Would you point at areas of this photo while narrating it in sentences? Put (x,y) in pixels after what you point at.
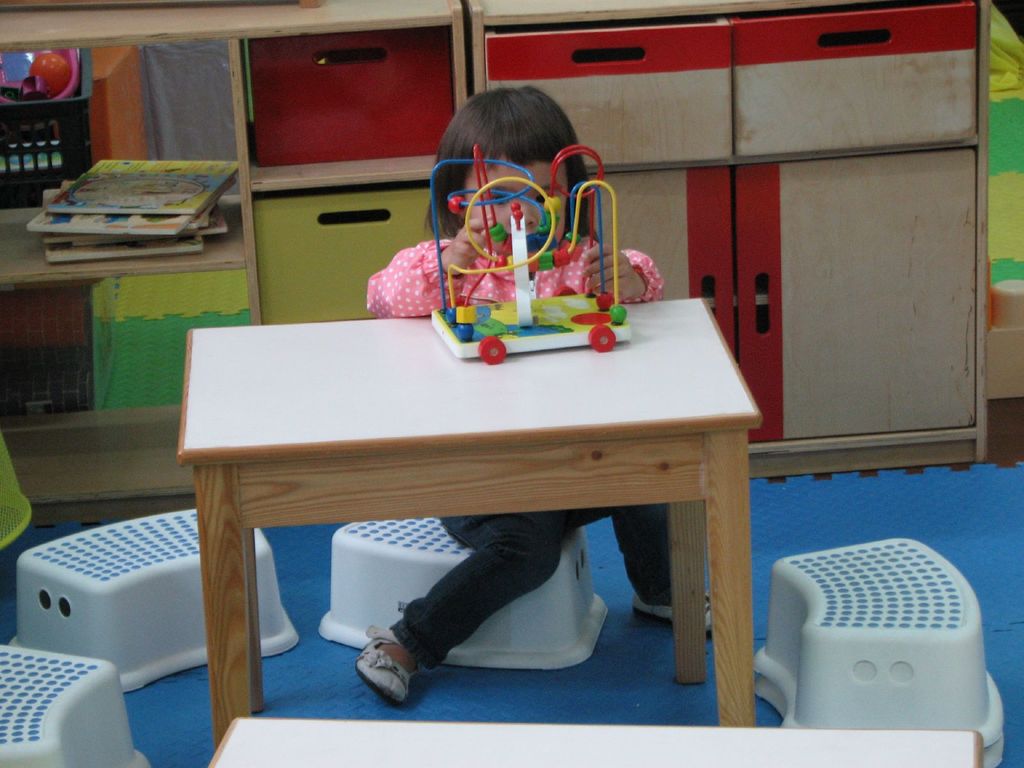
In this image I can see a girl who is sitting on the stool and she is holding a toy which is on the table (571,404) and there are 3 more stools (191,600) around her. In the background (770,414) I can see the cabinets (143,493) and few books (104,252) over here.
